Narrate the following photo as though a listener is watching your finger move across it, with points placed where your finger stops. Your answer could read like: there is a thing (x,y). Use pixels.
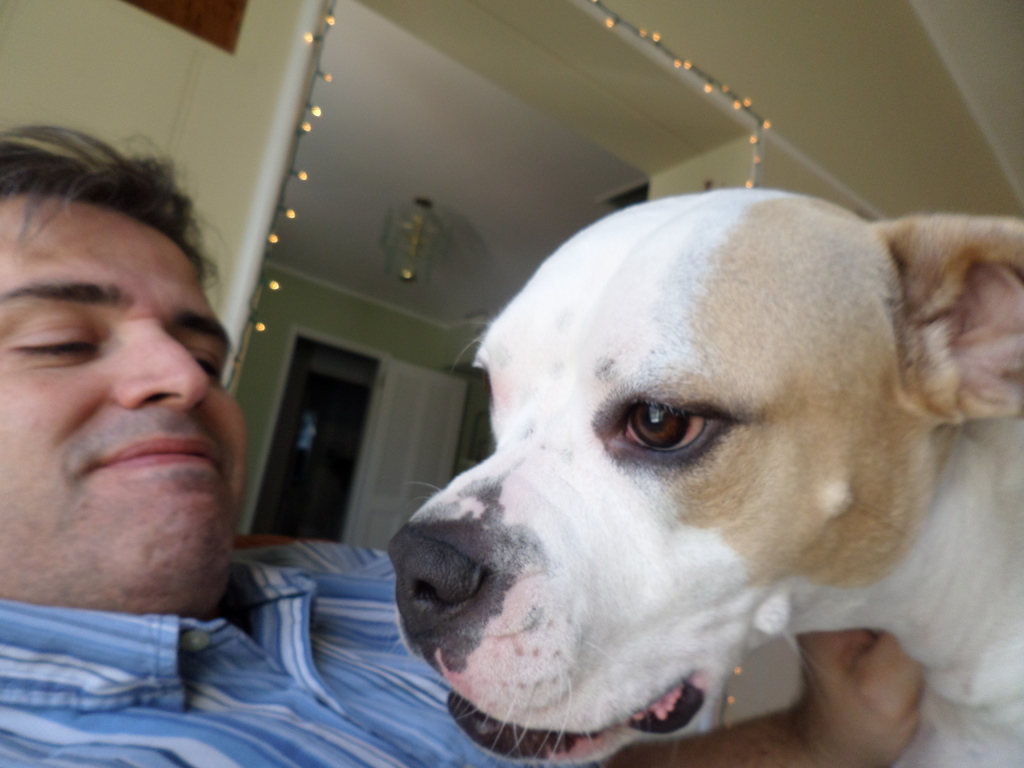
This picture is clicked inside a room (258,303). On the left of the picture (291,657), we see man (125,653) in blue shirt (141,722) is carrying a white dog (913,596) in his hand (879,696) and he is smiling. Behind him, we see a yellow wall (220,116) and we even see a white door (418,442).
